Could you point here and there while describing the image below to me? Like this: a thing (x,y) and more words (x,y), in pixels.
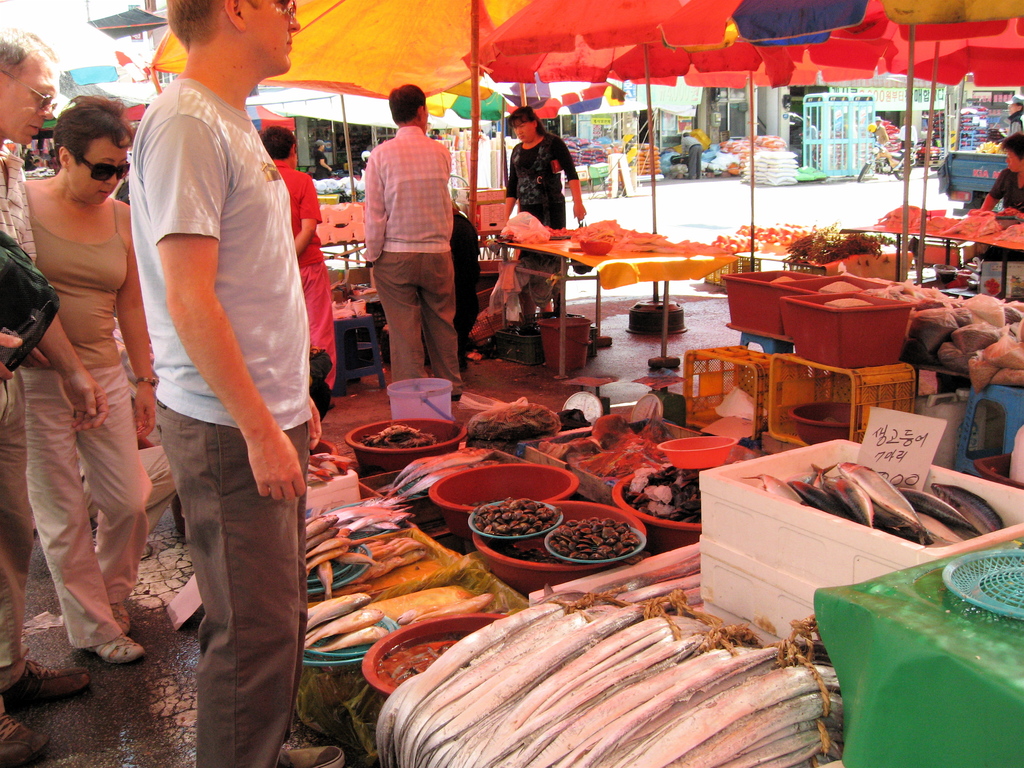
This image is taken outdoors. At the bottom of the image (143,659) there is a floor (138,673) and there are many fishes (487,683) on the table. On the left side of the image (156,257) a woman (90,259) and two men (277,655) are standing on the floor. On the right side of the image (803,390) there are many baskets (755,536) with fishes (325,534) and seafood (940,489) in them and there is a table (873,606) with a few things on it and there are many things (826,306) on the floor (574,290). A woman (991,200) is standing on the floor (961,202). At the top of the image (386,36) there are many tents (677,50). In the middle of the image (417,340) a few people (517,193) are standing on the floor (627,217) and there are a few tables (555,247) with many things (553,233) on them. In the background (382,113) there are a few stalls (653,120).
